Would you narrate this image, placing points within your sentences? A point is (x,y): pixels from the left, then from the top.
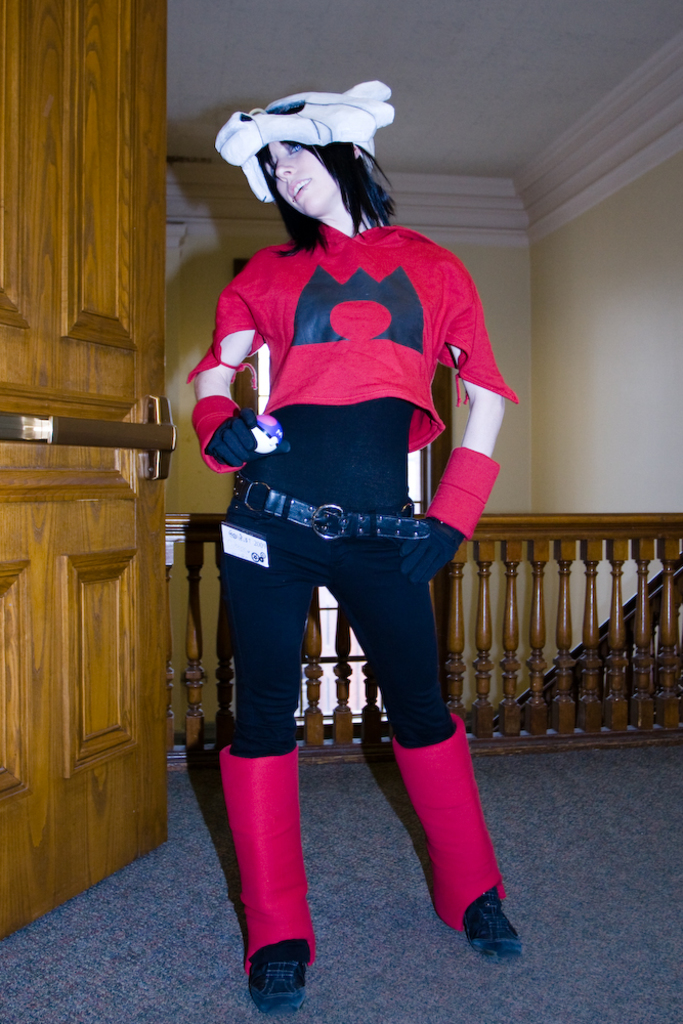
There is a woman (371,244) in red color t-shirt (391,257) smiling and standing on the floor (536,953). On the left side (13,375), there is a wooden door (2,561). In the background (482,626), there is a wooden fencing (560,604), there is a white color ceiling (430,26) and there is a wall (582,388).
